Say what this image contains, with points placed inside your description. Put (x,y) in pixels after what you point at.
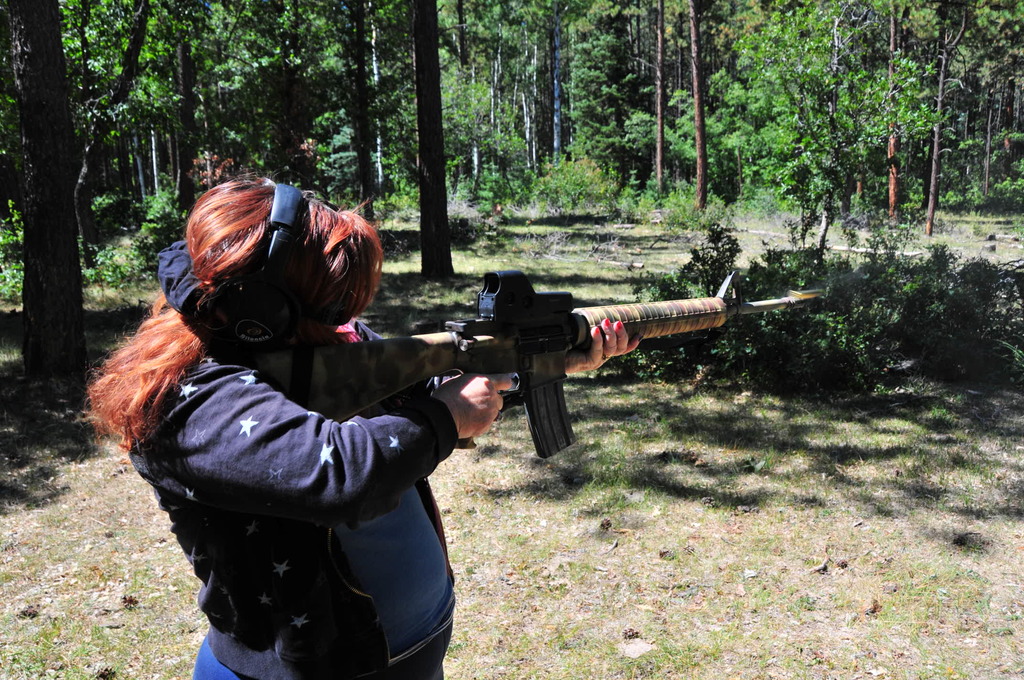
In the background (958,190) we can see the trees (369,99). In this picture we can see the plants (948,348). At the bottom portion of the picture (713,588) we can see the dried leaves (844,623) and grass (517,584). We can see a woman (182,446) holding a gun (564,340) in her hands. She wore headphones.
